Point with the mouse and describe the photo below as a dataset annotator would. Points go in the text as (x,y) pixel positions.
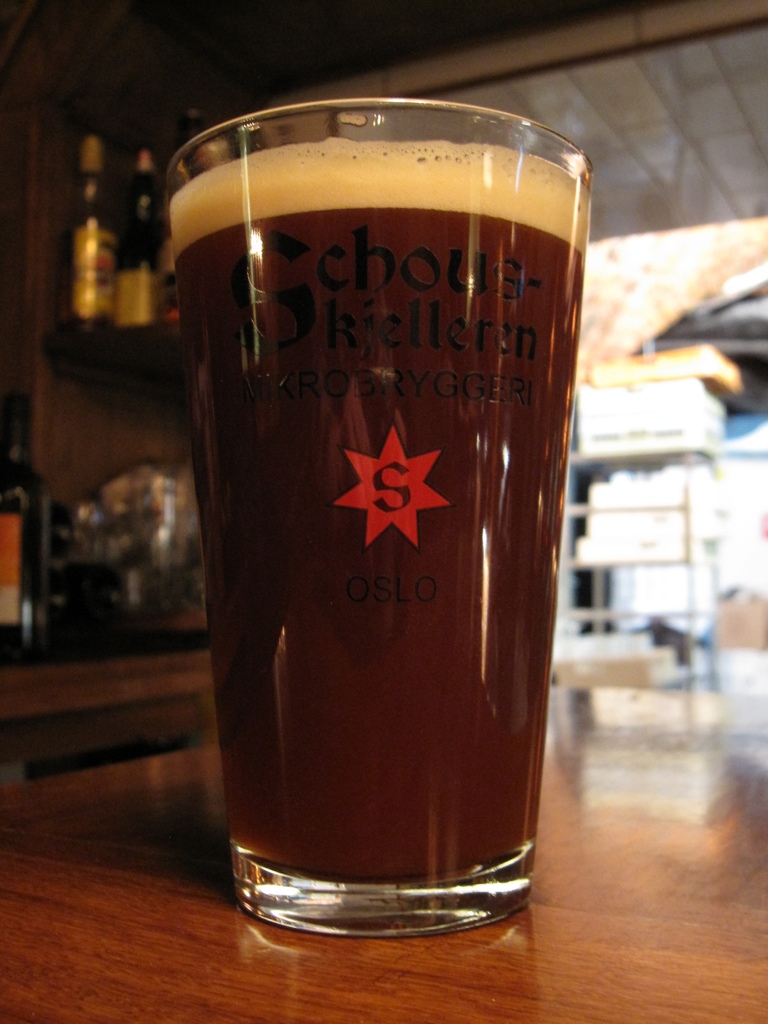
In this picture we can see a glass (332,515) with some liquid (361,652) on a wooden object (284,961) and behind the glass (401,551) there are bottles (88,302) and other things (64,343).
